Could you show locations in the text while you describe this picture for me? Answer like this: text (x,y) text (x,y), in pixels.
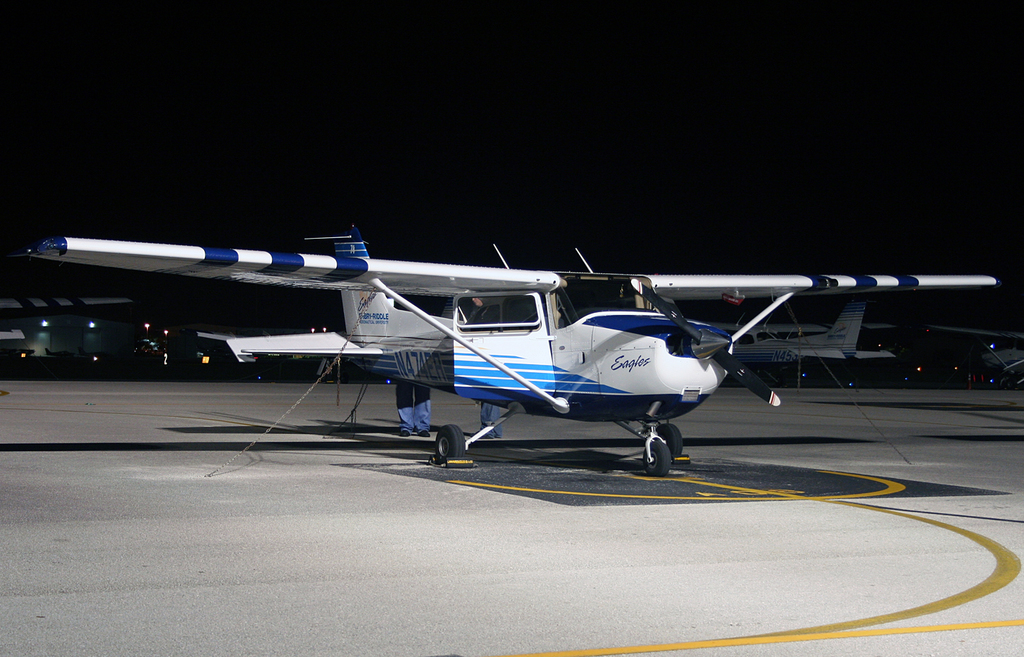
In the center of the image (473,364) we can see one airplane (473,364), which is in blue and white color. And we can see two people (410,388) standing. In the background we can see vehicles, airplanes (1,330), lights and a few other objects (202,360).
